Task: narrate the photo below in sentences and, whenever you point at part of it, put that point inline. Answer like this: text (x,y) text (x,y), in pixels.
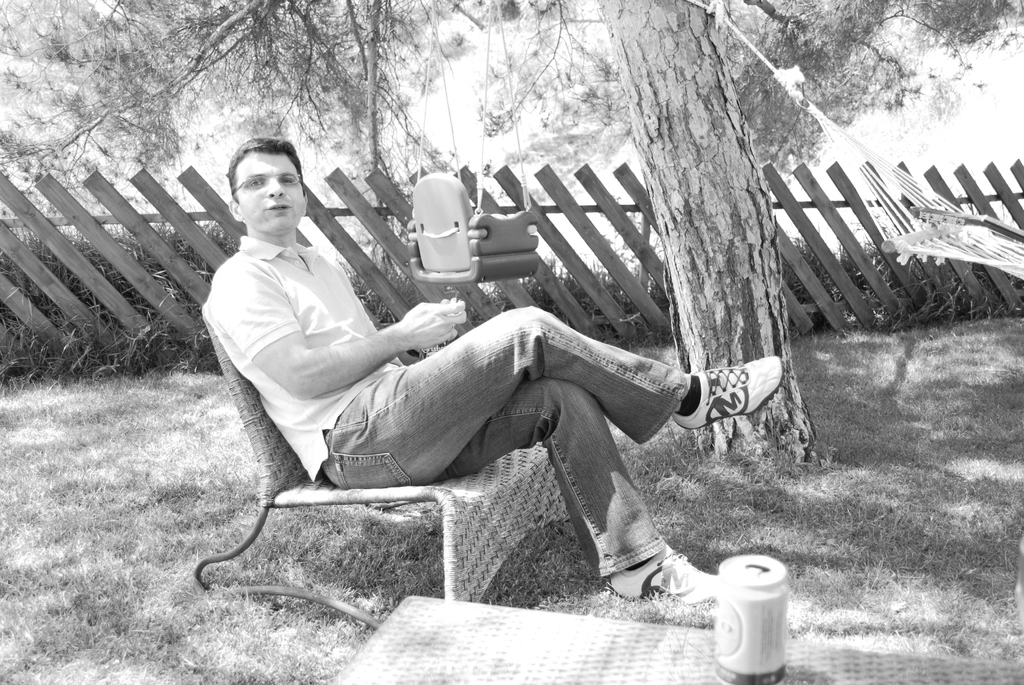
In the picture we can see a man (303,423) sitting on the bench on the grass surface (93,500) and near him we can see a table (424,678) on it, we can see a tin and behind him we can see a tree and behind it we can see a railing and behind the railing (10,307) we can see plants (309,102).
